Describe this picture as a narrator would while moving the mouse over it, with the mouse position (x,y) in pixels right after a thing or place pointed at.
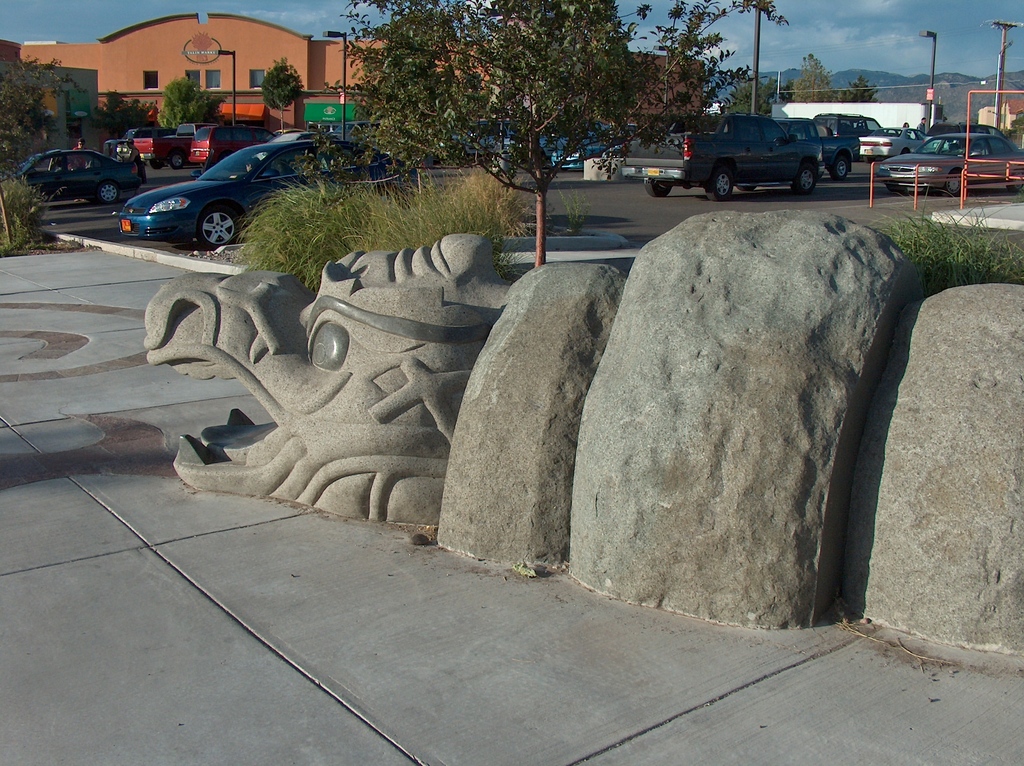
This image is clicked outside. In the front (725,442), there is a dragon (669,356) made up of rock (449,466). In the background (217,243), there are many cars (391,176) on the road (136,194) along with a building (237,49). At the top (834,28), there are clouds (811,42) in the sky (784,42).
